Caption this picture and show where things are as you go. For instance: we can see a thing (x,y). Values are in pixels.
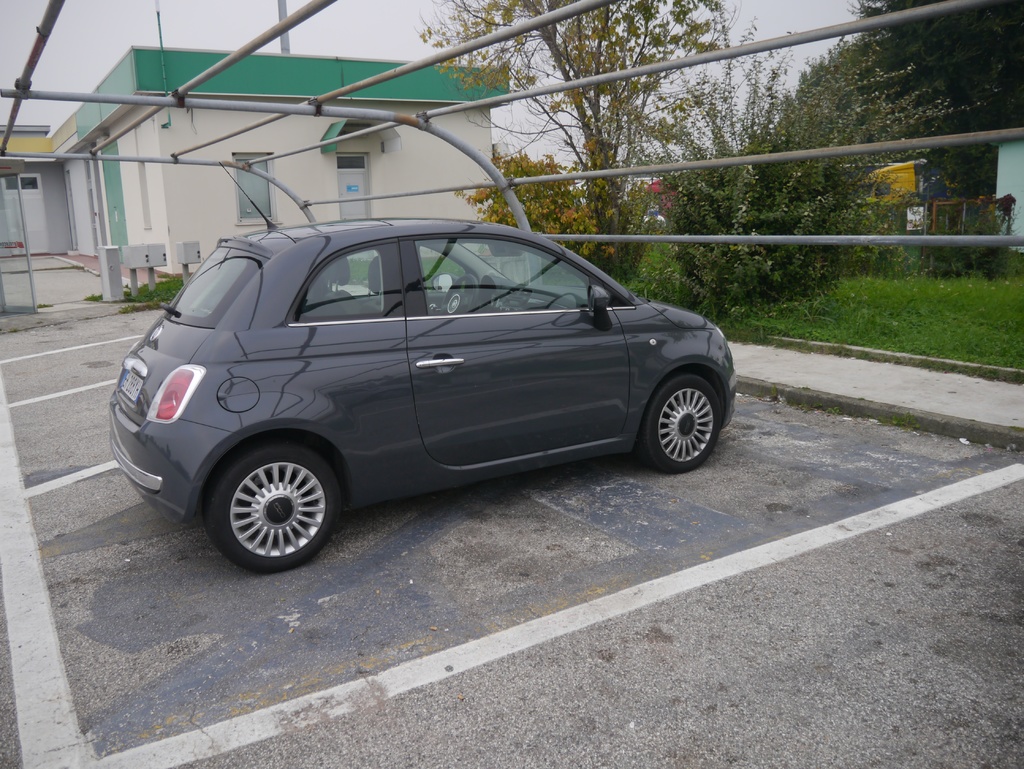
This is the picture of a car (467,406) which is under the poles (298,106) and grills (102,101) to the side there is a house (168,199) and also we can see some trees (867,129) and plants (689,211) to the side.
